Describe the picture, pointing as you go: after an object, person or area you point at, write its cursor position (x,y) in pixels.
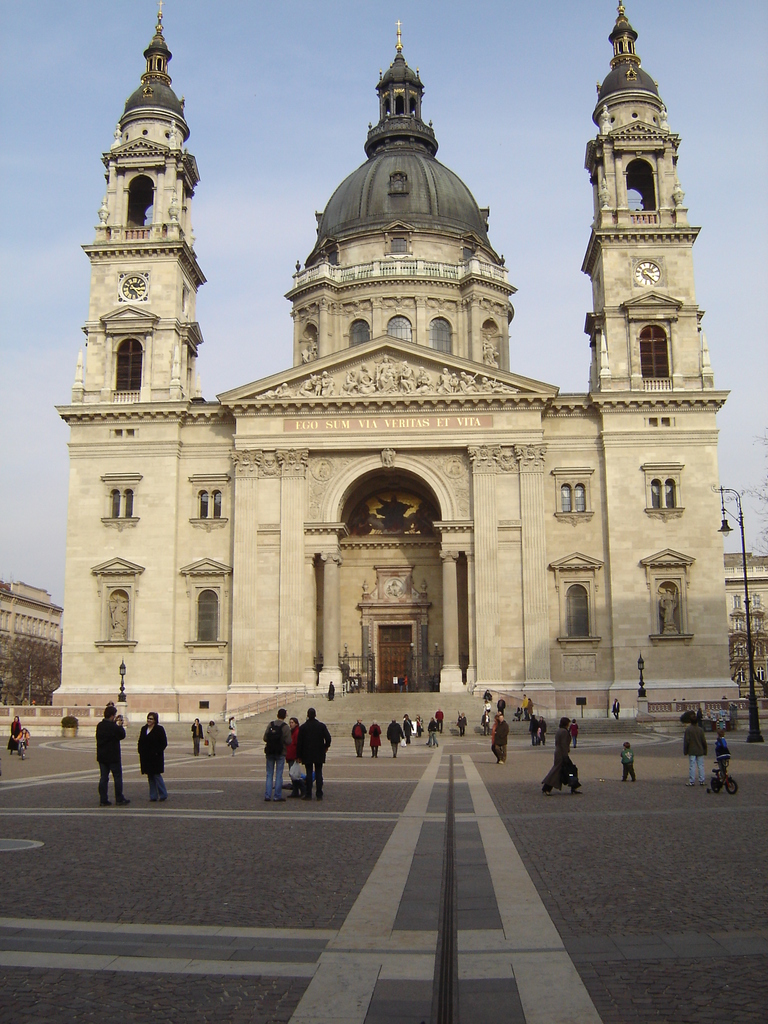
In this image in the center (300,408) there is one palace (334,526) and at the bottom (477,867) there is a walkway (488,895), on the walkway (128,742) there are some people (725,754) who are walking and some of them are standing and on the right side (750,642) there is one pole (750,630). On the top of the image (277,49) there is sky (51,188).
